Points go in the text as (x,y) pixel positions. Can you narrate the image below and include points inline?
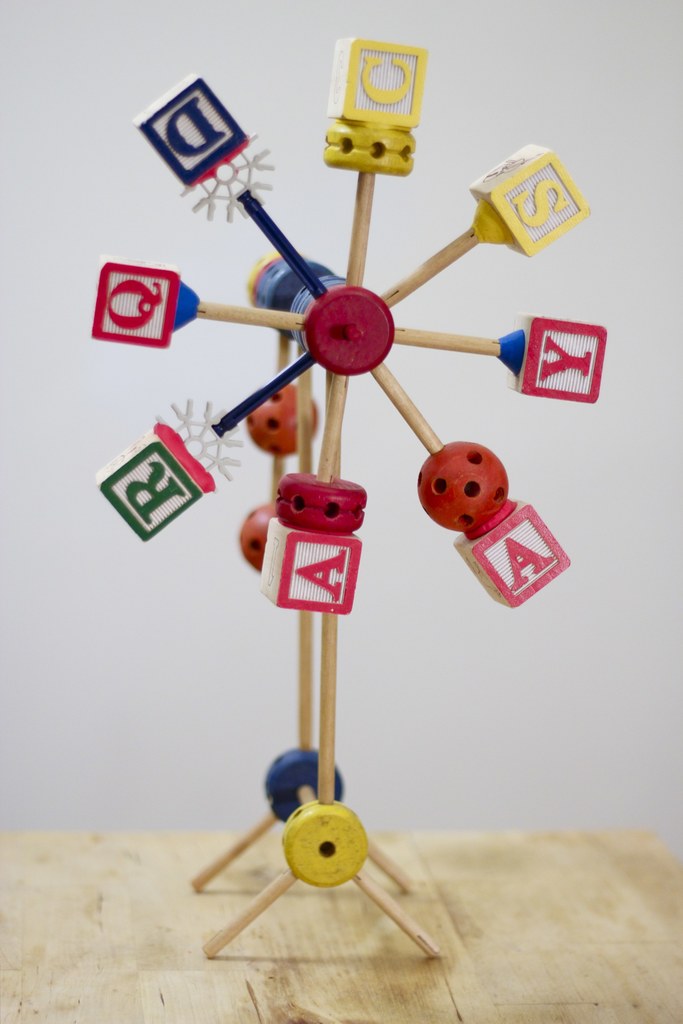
In this image we can see a toy (337,338) with letters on a wooden surface (386,936). In the back (671,322) there is a wall (86,305).
